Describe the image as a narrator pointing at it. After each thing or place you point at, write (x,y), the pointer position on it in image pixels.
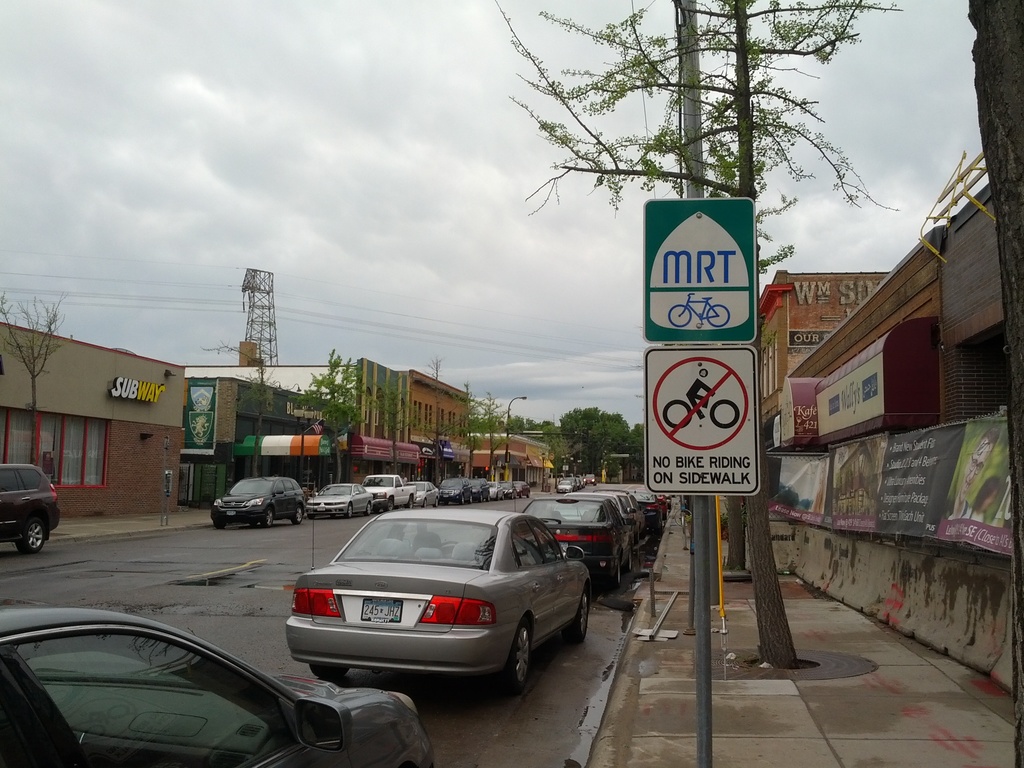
This is an outside view in this image there are a group of cars (303,614) on the road (269,578), and on the right side (842,451) and left side there are some buildings (64,435), boards (937,483), poles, lights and some trees (758,349). At the bottom (447,689) there is a road (502,736) and footpath (912,668), and in the background (264,292) there is a tower (259,319) and some wires (313,320) and at the top of the image (357,139) there is sky (259,146).
